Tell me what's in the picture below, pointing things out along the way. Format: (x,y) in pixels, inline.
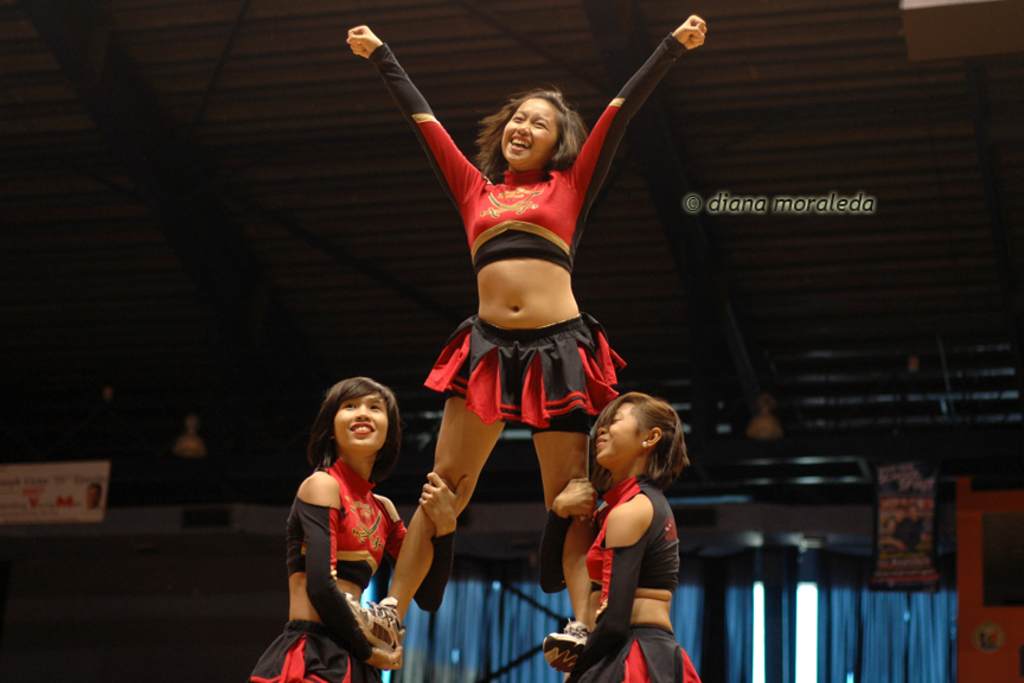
In this image I can see three women (449,427) are standing and I can see all of them are wearing same colour of dress (510,180). In the background (472,615) I can see blue colour curtains (738,614) and on the both side of this image I can see few boards (96,470). I can also see something is written on these boards (892,502) and on the right side of this image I can see a watermark (698,199).
